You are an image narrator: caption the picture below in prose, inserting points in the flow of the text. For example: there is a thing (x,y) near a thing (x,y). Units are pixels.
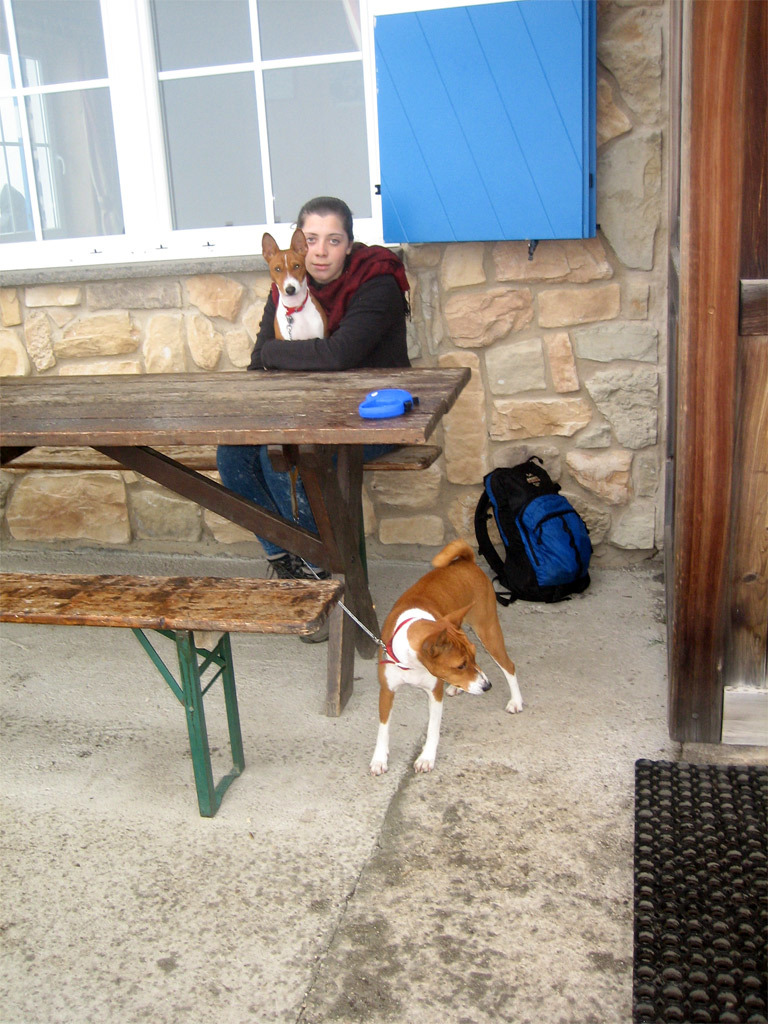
This picture is clicked outside the room. Here, woman (352,334) in black top (373,319) is sitting on bench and she is holding brown and white dog (288,296) in her hands (300,360). In front of her, we see a table (235,414) on which blue box (391,416) is placed. Beside her, we see a black and blue bag (520,525) on the floor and in front of that, we see another dog (387,718) standing. Behind her, we see a shutter (550,143) which is blue in color and beside that we see windows (173,69).
